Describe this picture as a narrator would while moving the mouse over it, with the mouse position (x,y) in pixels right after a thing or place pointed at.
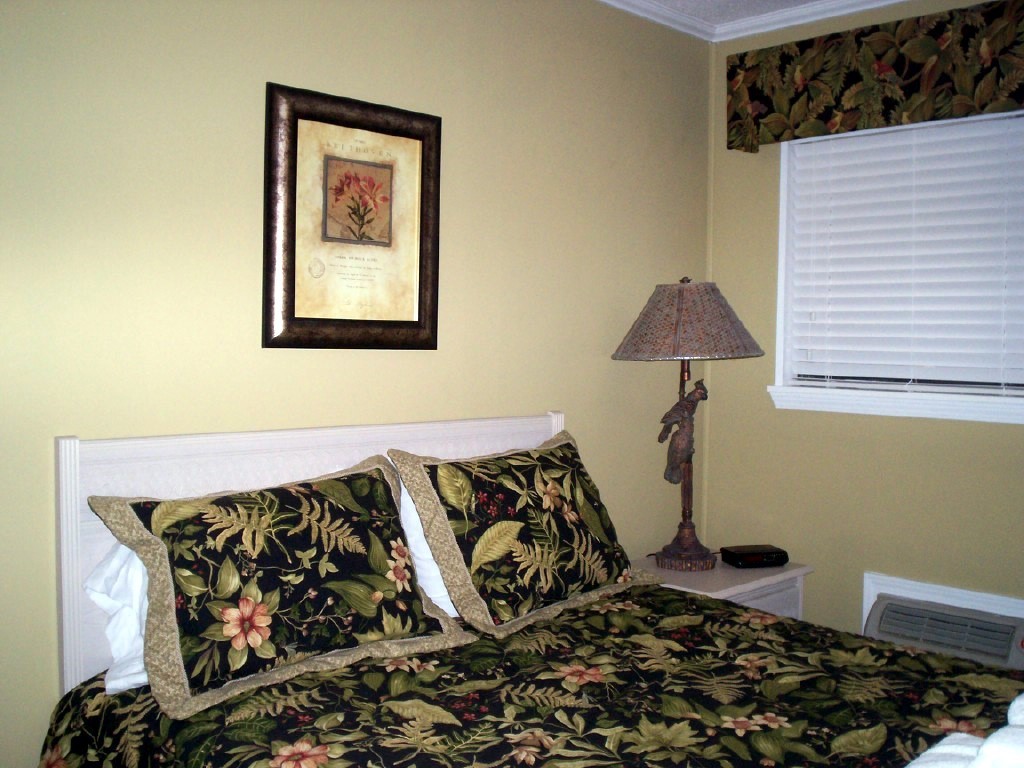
This is the picture of a room (480,543) where we have a bed (563,668) on which there are two pillows (475,614) and behind the bed (75,616) there is a frame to the wall (214,283) and there is a desk (796,593) on which there is a lamp (696,558).
